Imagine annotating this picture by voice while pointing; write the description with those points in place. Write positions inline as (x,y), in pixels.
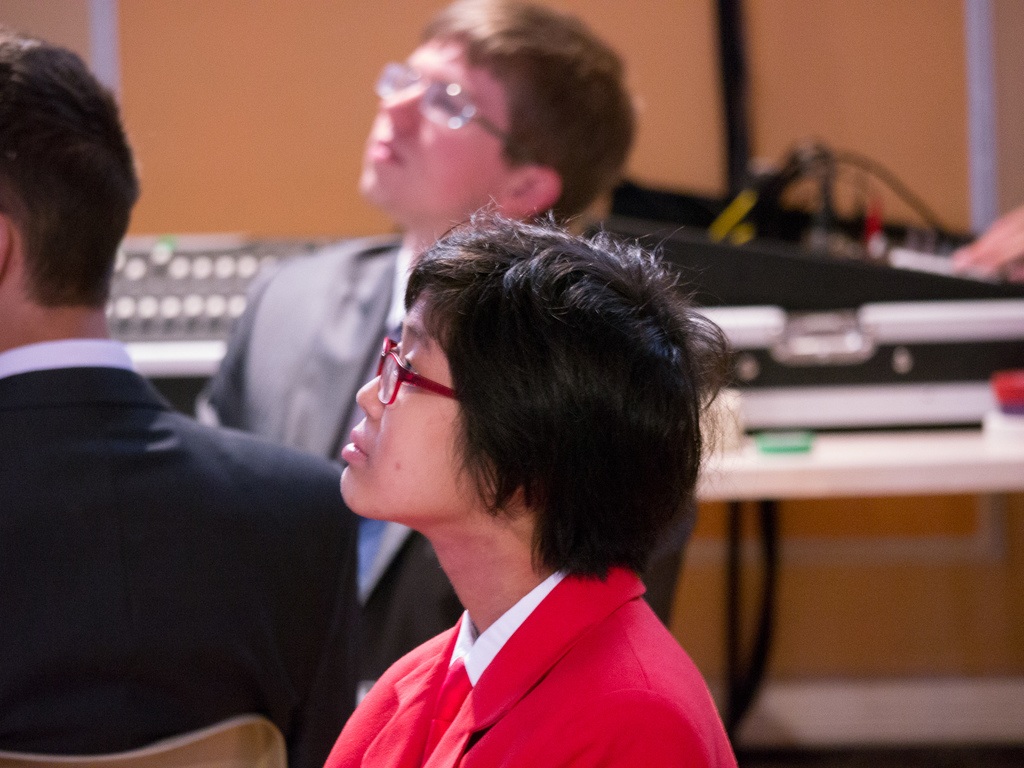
In this image a person (612,681) wearing a red suit (573,698) is having spectacles (395,375). A person (206,617) wearing a suit (180,646) is sitting on chair (225,740). Beside there is a person (274,380) wearing spectacles (429,83). Right side (885,443) there is a table (904,441) having an electrical device (847,308) on it. Behind it there is wall (631,178).
